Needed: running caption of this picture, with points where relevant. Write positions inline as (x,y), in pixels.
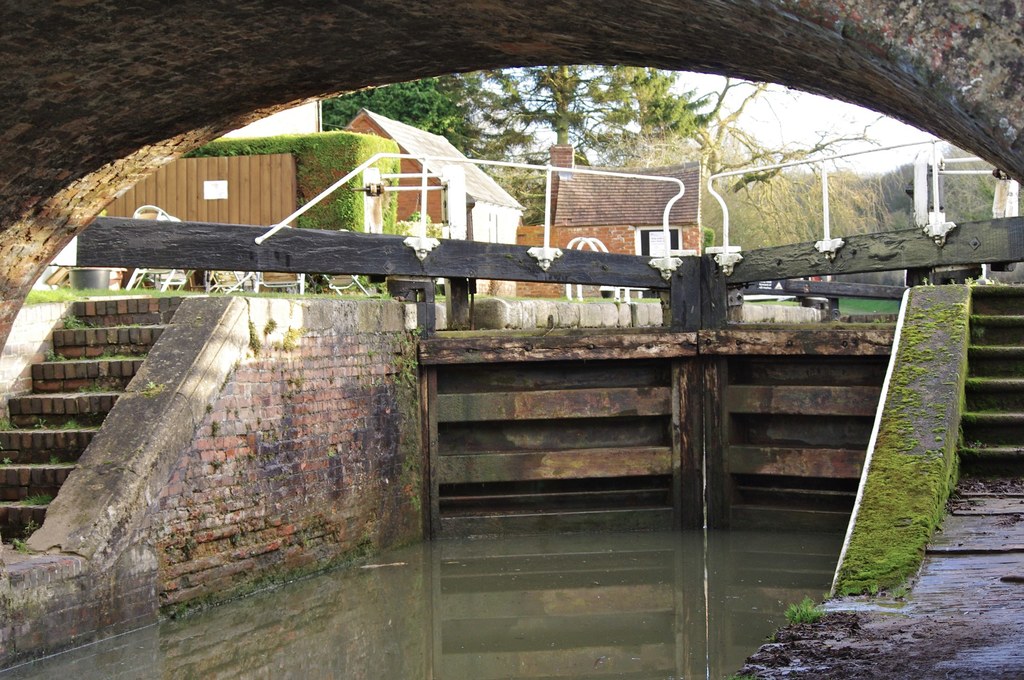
In this image I can see a water (584,565), stairs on both sides. Back Side I can see a chairs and houses (495,193). We can see a trees (795,226) and railing (731,248) in front (669,207). The sky (758,142) is in white color.
